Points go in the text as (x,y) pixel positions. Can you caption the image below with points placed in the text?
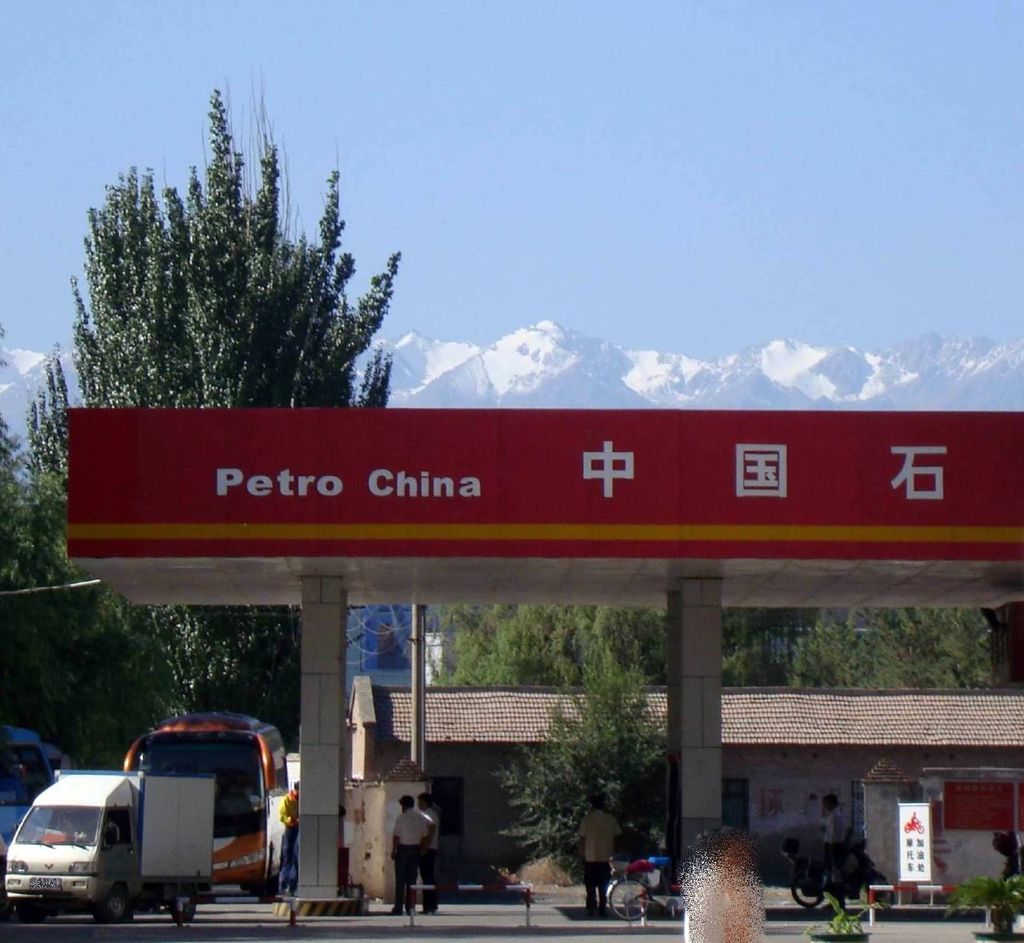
In this picture we can observe a petrol filling station (331,548). There are some vehicles (181,815). We can observe trees (568,725) and plants (1022,879). There is a house (807,746) here. In the background (535,378) we can observe some mountains (568,376) and a sky (553,190).
